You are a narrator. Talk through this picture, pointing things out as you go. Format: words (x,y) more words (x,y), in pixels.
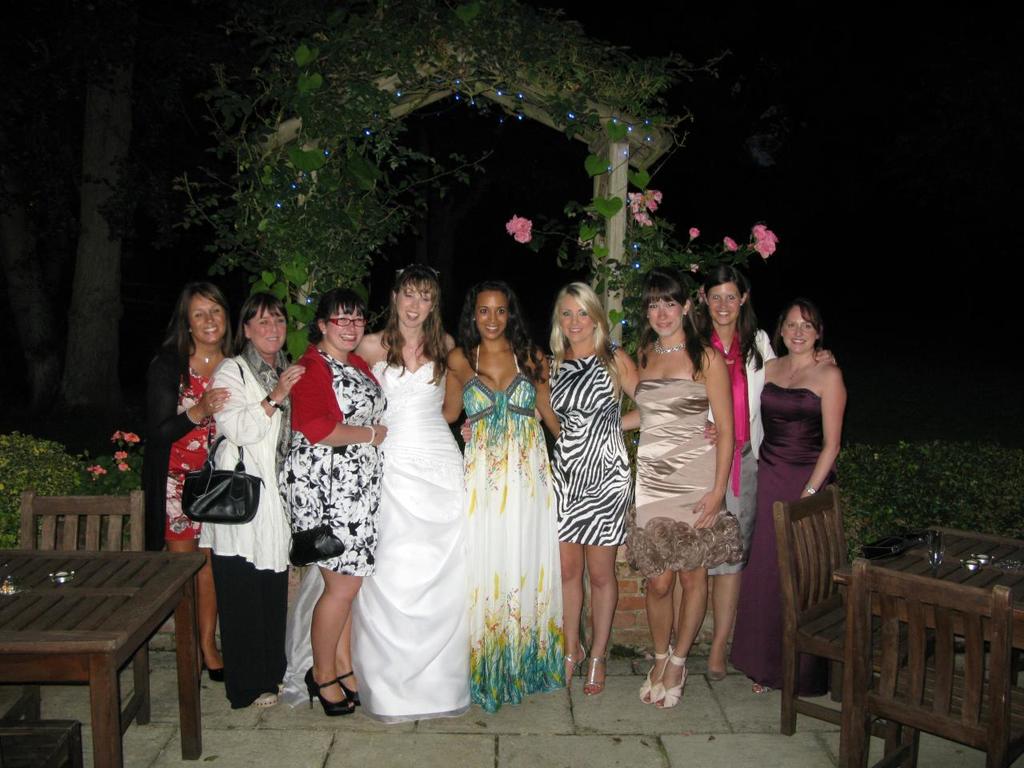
In this image there are group of lady persons (577,454) who are standing on the floor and at the background of the image (394,232) there are trees (95,243).
